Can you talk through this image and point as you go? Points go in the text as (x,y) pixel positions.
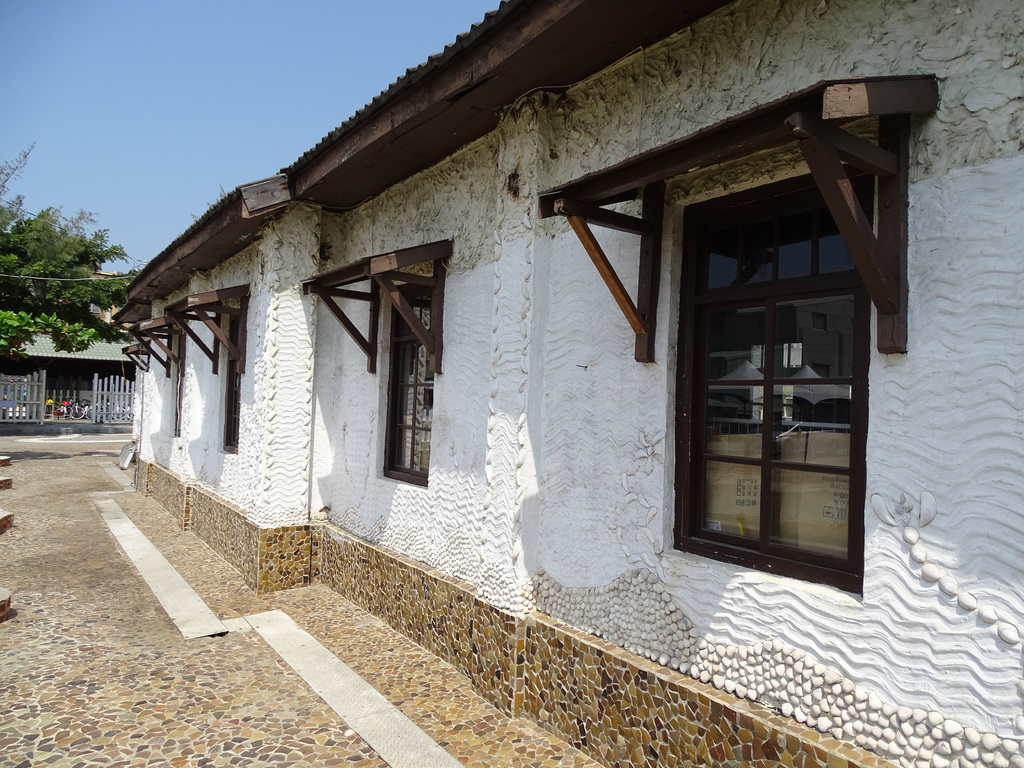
In this image, I can see buildings (515,427), windows (414,437), fence (117,419), trees (18,245) and the sky (103,29). This image is taken, maybe during a day.
